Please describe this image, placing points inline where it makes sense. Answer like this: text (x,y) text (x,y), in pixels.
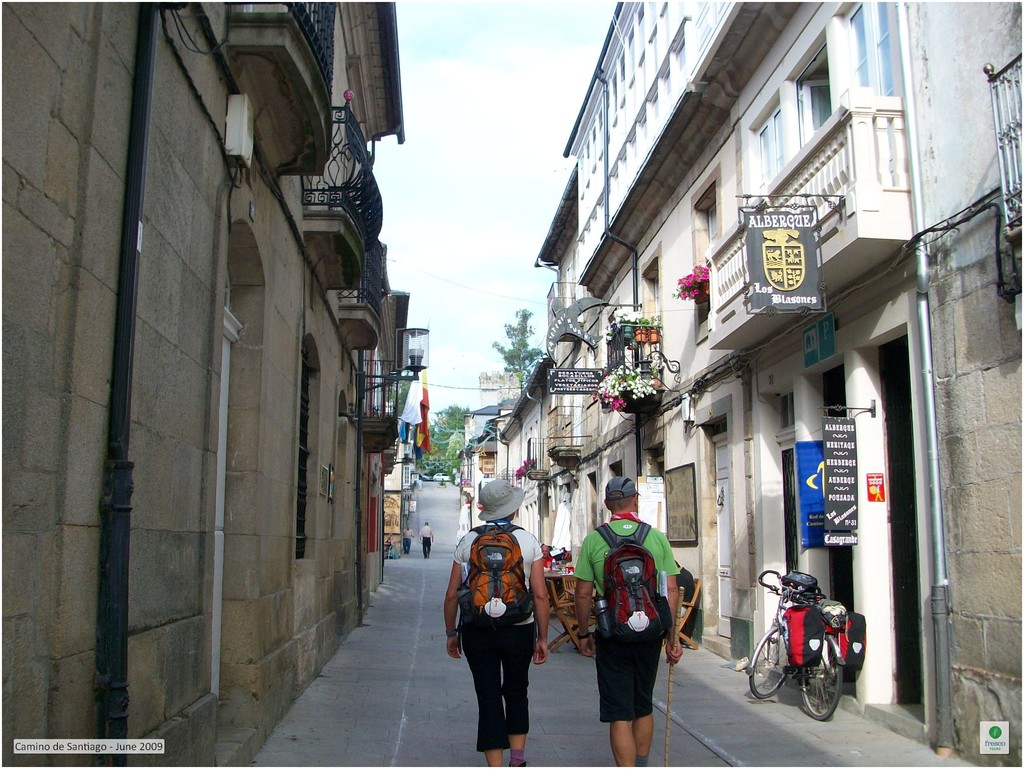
In this picture we can see people (618,741) on the road (600,743), here we can see a bicycle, beside this road (737,749) we can see buildings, name boards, house plants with flowers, clothes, trees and some objects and we can see sky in the background (507,307), in the bottom right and left we can see a logo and some text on it.
